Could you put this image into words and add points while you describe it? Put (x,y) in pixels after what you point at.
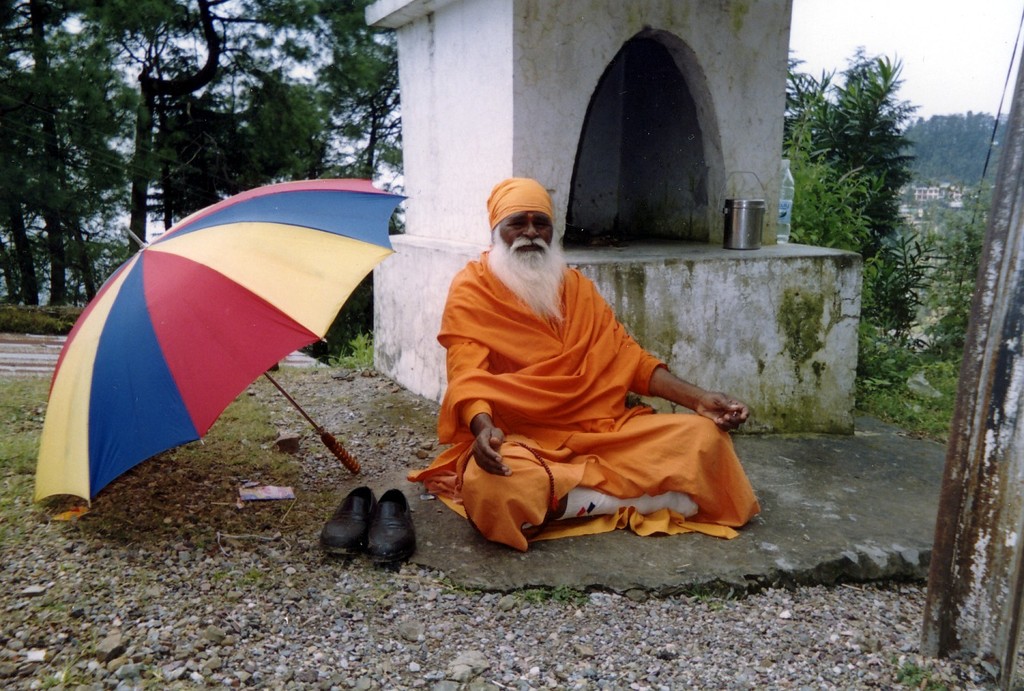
In the image there is an old monk (546,323) in orange dress (566,327) meditating on the land (531,629) with shoe (350,550) and umbrella (257,314) beside him and a small temple (684,299) behind him with water bottle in front of it, in the back (887,261) there are trees (46,82) all over the place.
